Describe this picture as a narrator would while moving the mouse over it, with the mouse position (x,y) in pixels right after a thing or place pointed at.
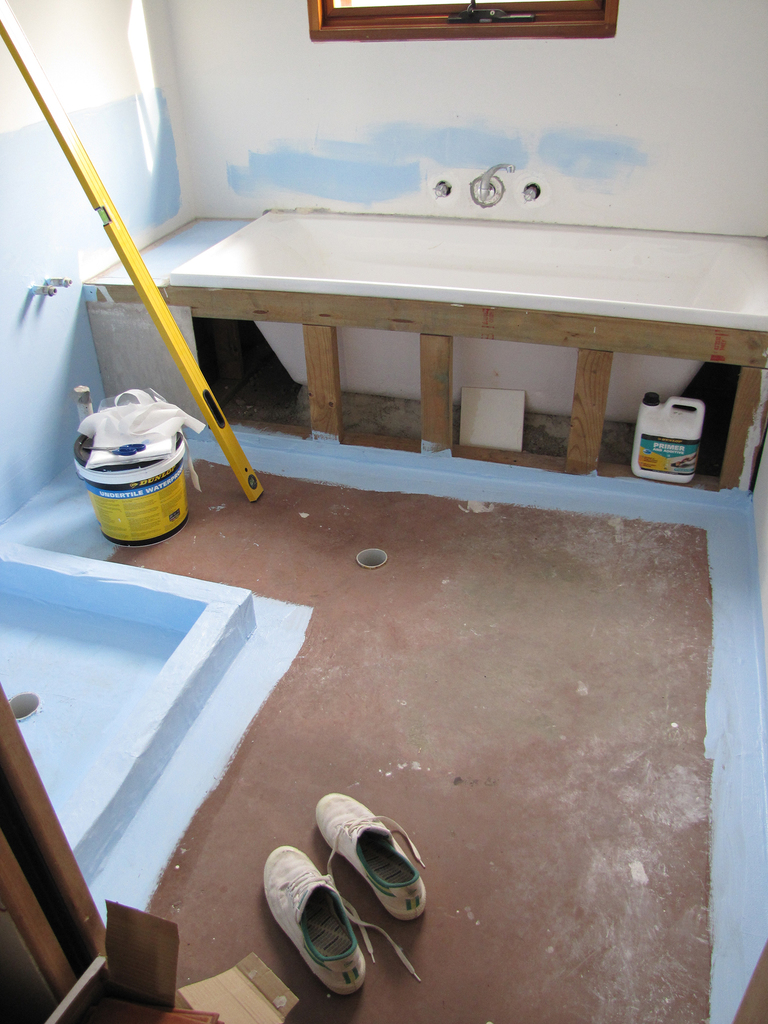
In this image I can see inside view of a bathroom (412,398). In the front (325,816) I can see few white colour shoes (285,893) and in the background (135,471) I can see a bucket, a white colour bottle (645,416), a bathtub (554,357) and near it I can see a water tap (483,197). On the left side of this image (12,47) I can see a yellow colour thing (195,387).
